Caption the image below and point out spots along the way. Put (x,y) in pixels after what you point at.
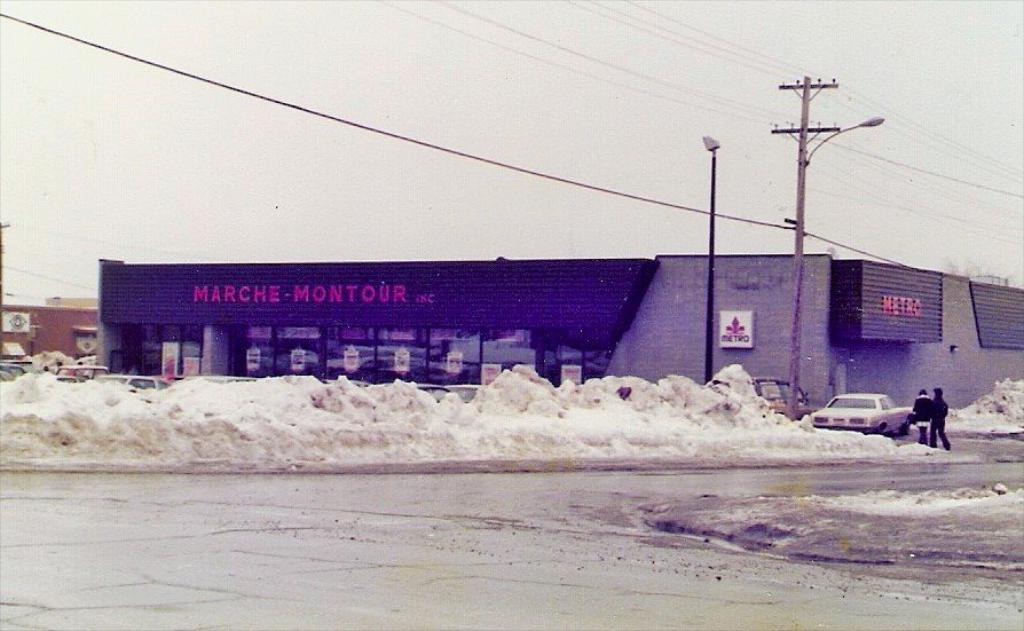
This image is clicked on the road (646,546). Beside the road (694,493) there is snow (352,397) on the ground (520,396). In the background (495,301) there are buildings (514,313). There is text (392,295) on the walls (725,289) of the building (848,307). To the right (944,416) there are two people (941,425) walking on the road (969,438). Beside them there are cars (779,389) parked on the road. In front of the buildings (771,295) there are street light poles (711,173). At the top (353,109) there is the sky (344,136).
